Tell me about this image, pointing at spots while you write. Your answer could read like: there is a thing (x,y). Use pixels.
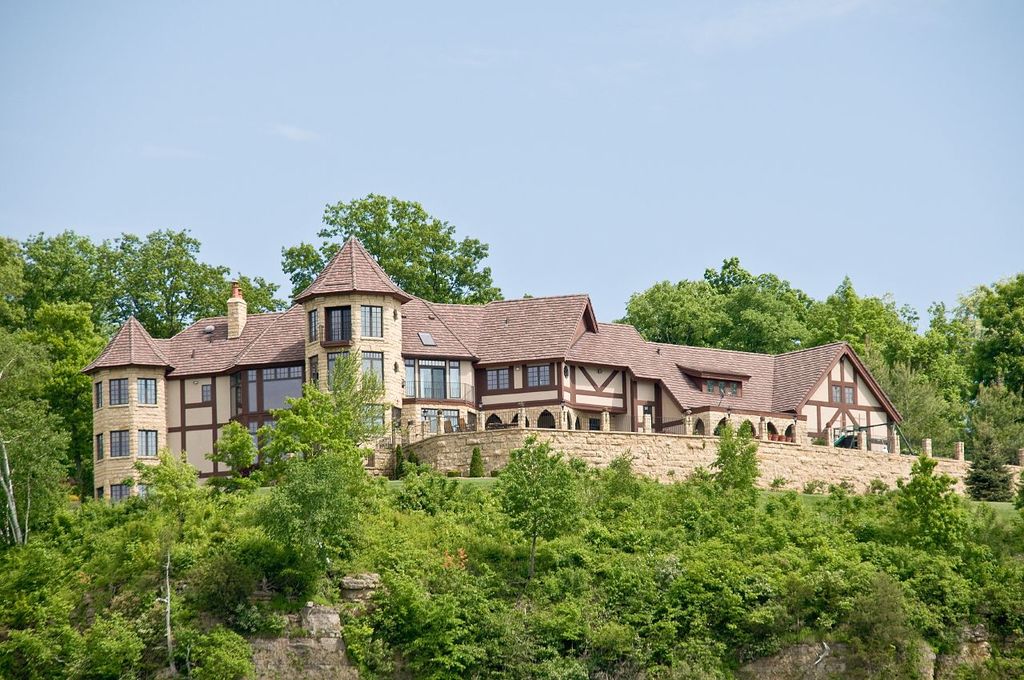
In this image, I can see trees (49,312) and a building (576,371) with windows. In the background (282,99), there is the sky (511,127).
